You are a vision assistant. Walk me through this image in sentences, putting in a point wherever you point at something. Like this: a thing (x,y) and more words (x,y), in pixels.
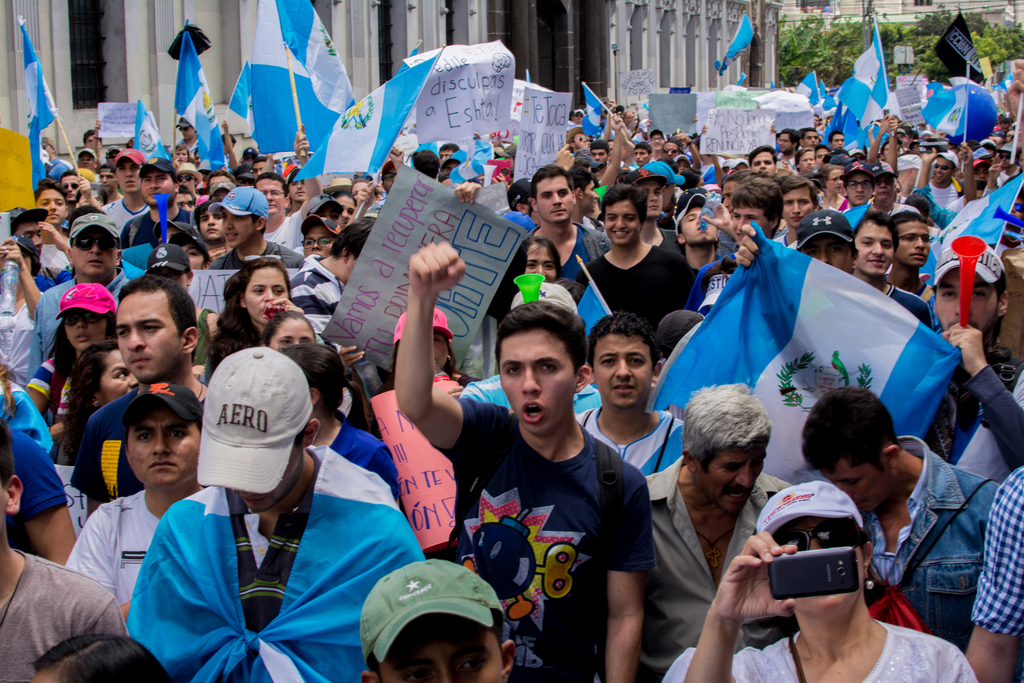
In this picture, we can see many people (560,317), and among them many are holding some objects (300,176) like poles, flags (743,325), posters (480,270), mobile phones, and we can see buildings (120,58), and trees (930,34).
